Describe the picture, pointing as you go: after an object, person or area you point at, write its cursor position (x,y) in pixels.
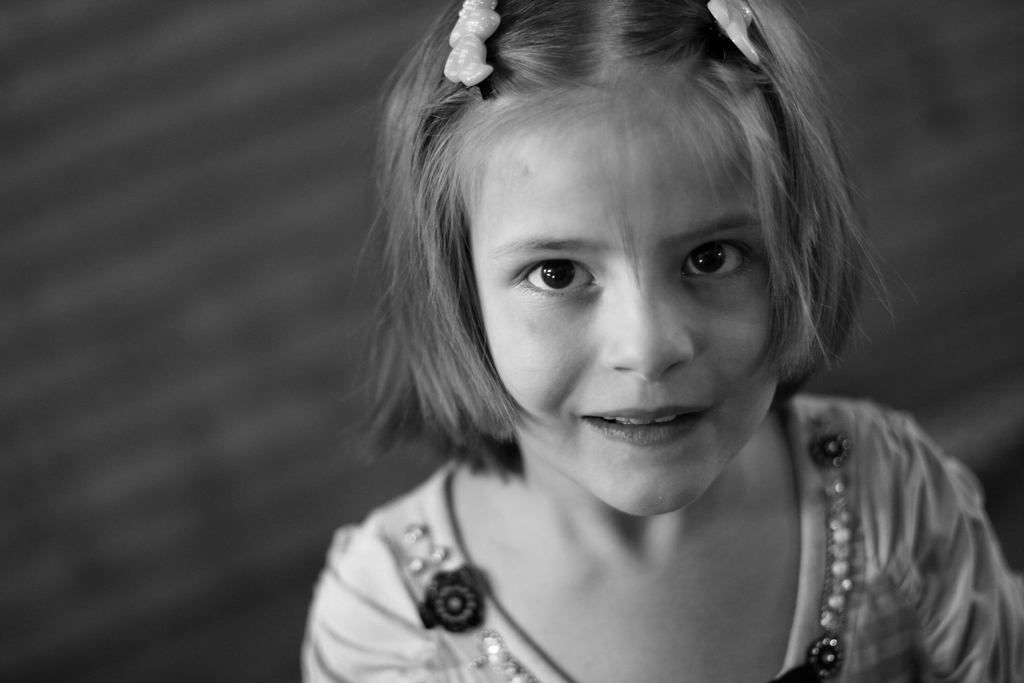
In this black and white image, we can see a kid (699,465) wearing clothes (490,644). In the background (160,180), image is blurred.
